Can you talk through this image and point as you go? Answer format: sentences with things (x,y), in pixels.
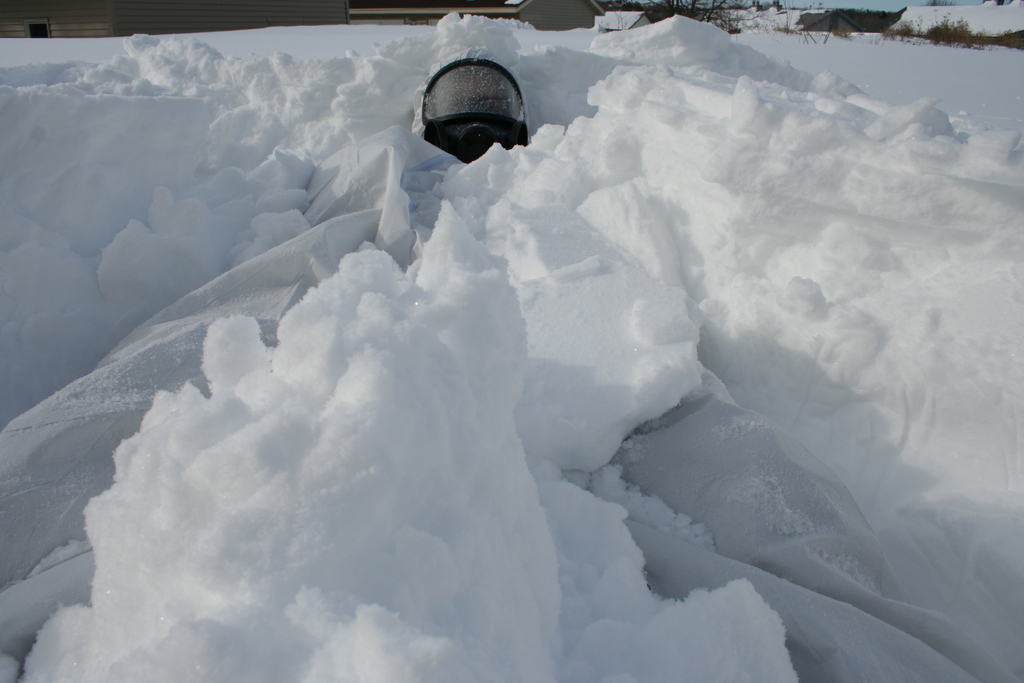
In this picture I can see an object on the snow (625,114), there are buildings (780,25), and in the background (862,25) there are trees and there is the sky (889,7).
